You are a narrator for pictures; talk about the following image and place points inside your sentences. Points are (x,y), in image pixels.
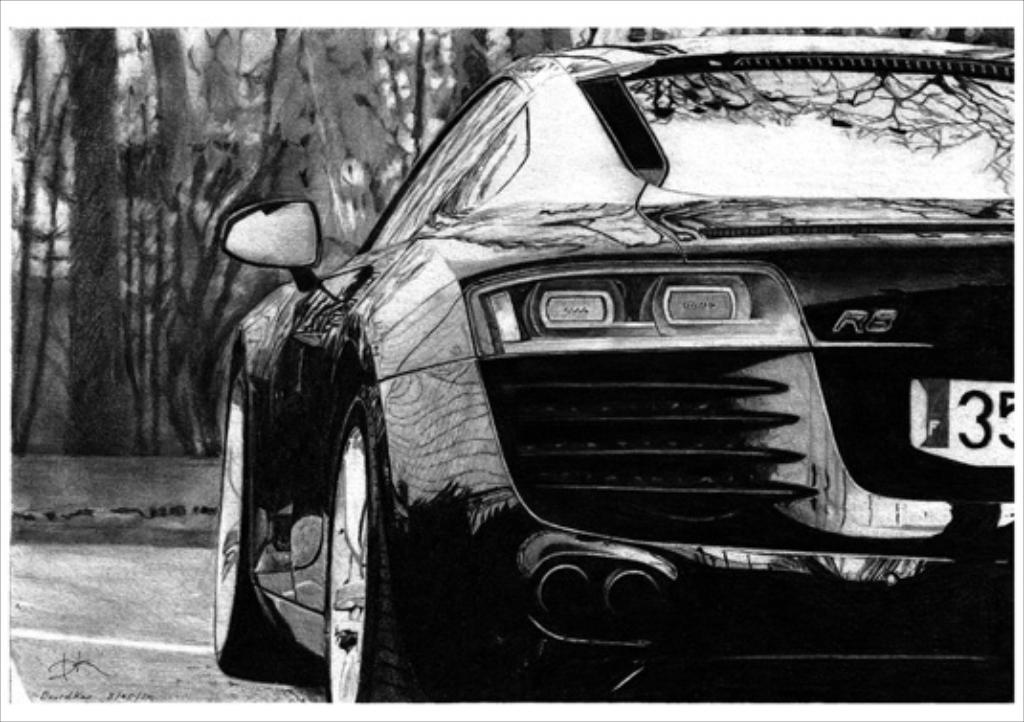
In this image there is a car (722,264) truncated towards the right of the image (792,267), there is a road (135,584), there are trees (190,117) truncated towards the top of the image (257,80).
